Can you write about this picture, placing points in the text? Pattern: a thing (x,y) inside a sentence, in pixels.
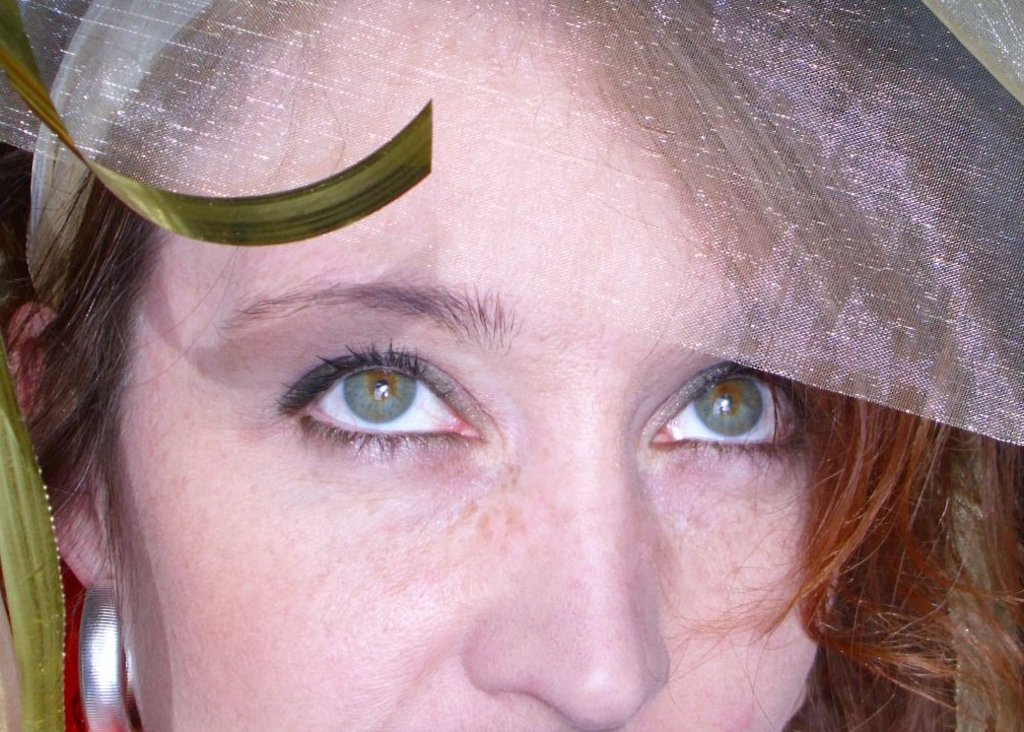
In this picture I can see the face (587,274) of a woman (561,263) and I can see the white color cloth (395,128) on her head (251,711) and on the left side of this picture (192,239) I can see the green color things (191,218).
